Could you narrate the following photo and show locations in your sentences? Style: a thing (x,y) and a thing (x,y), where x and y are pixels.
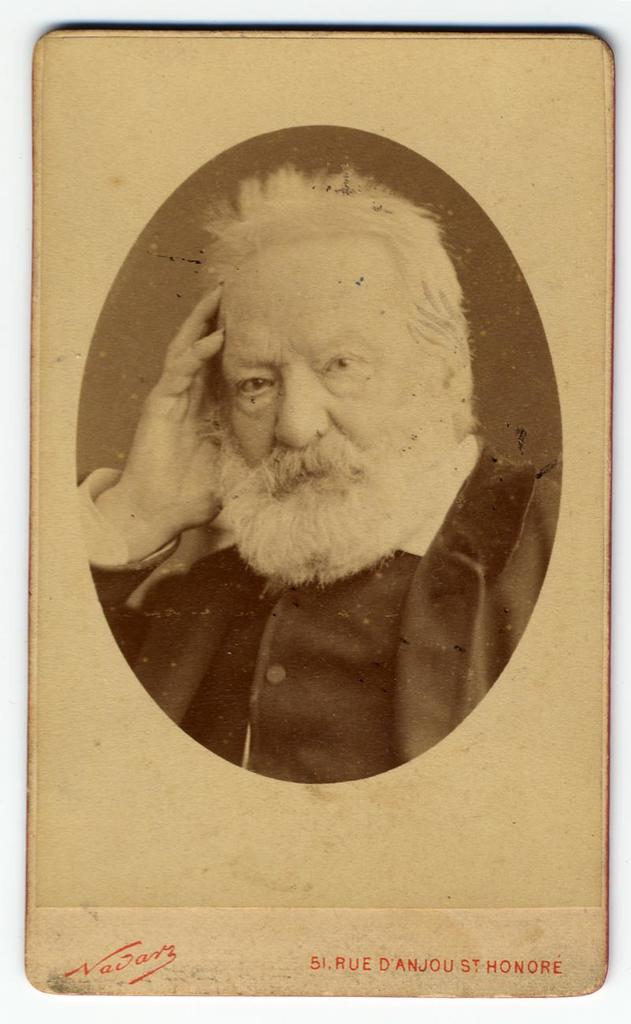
In the image there is a picture (309,492) of a man (311,767) and under the picture (263,757) there is some text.
